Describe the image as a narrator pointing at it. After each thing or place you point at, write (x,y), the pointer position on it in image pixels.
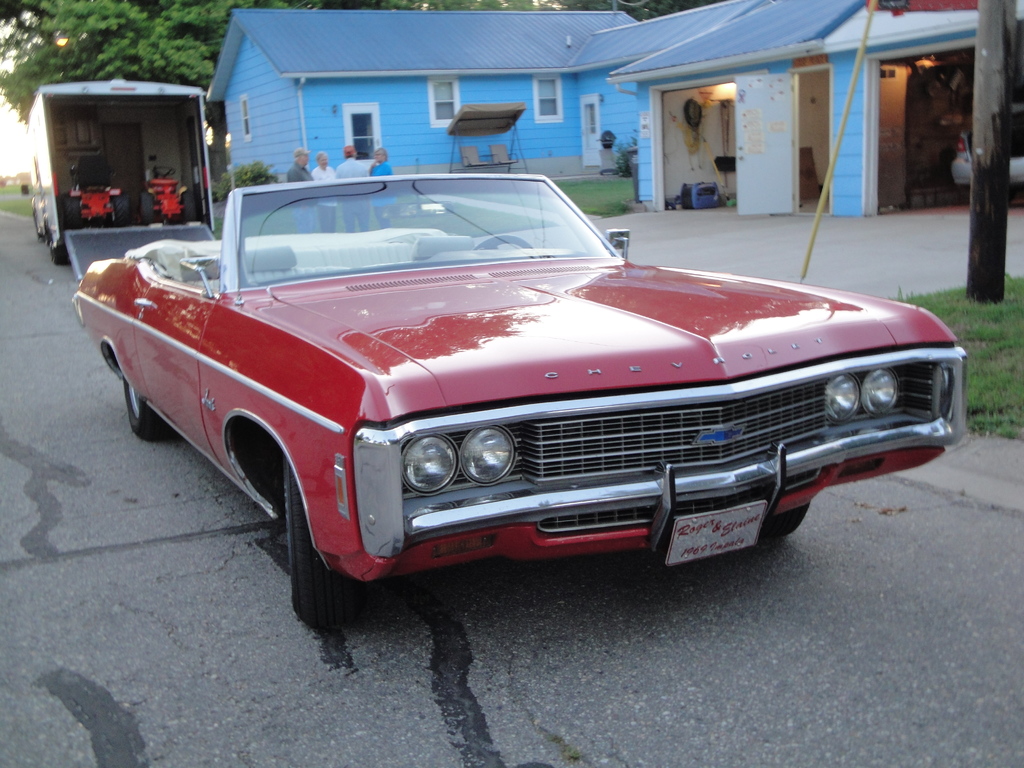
In this picture we can see few vehicles (574,312), in the background (570,168) we can find grass (582,189), few houses (380,116), trees (93,50) and group of people (316,161).
